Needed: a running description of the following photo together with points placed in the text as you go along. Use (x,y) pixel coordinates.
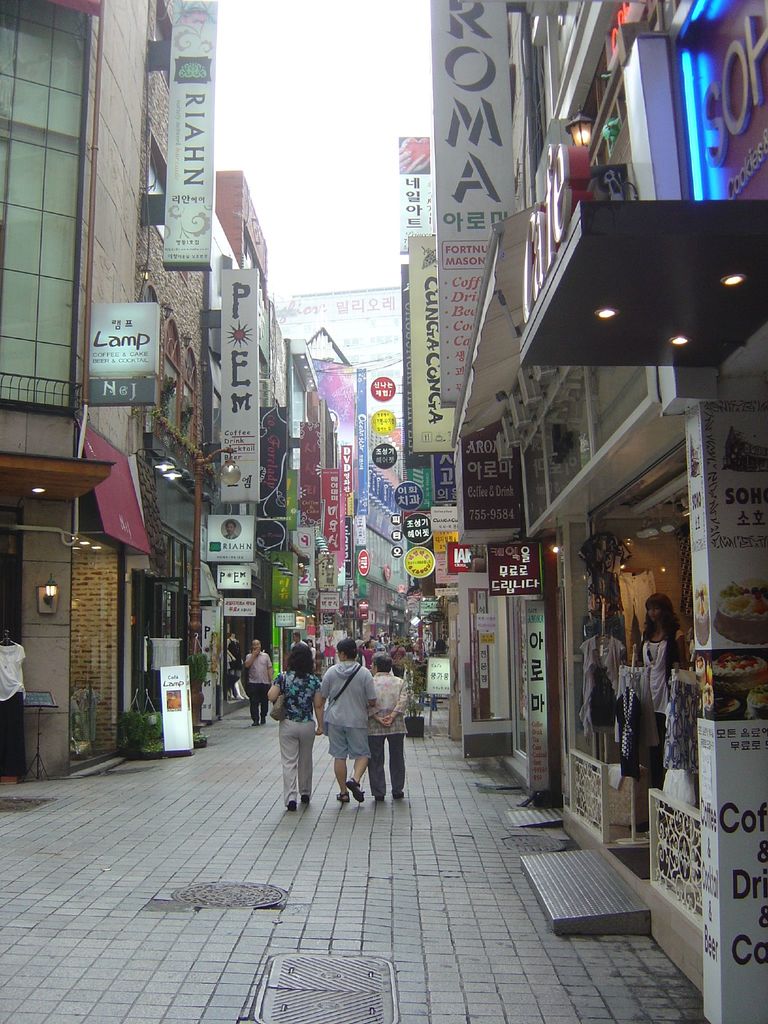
In this image we can see a few buildings (42,625), there are some potted plants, lights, people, clothes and boards (741,754) with text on it, in the background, we can see the sky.
